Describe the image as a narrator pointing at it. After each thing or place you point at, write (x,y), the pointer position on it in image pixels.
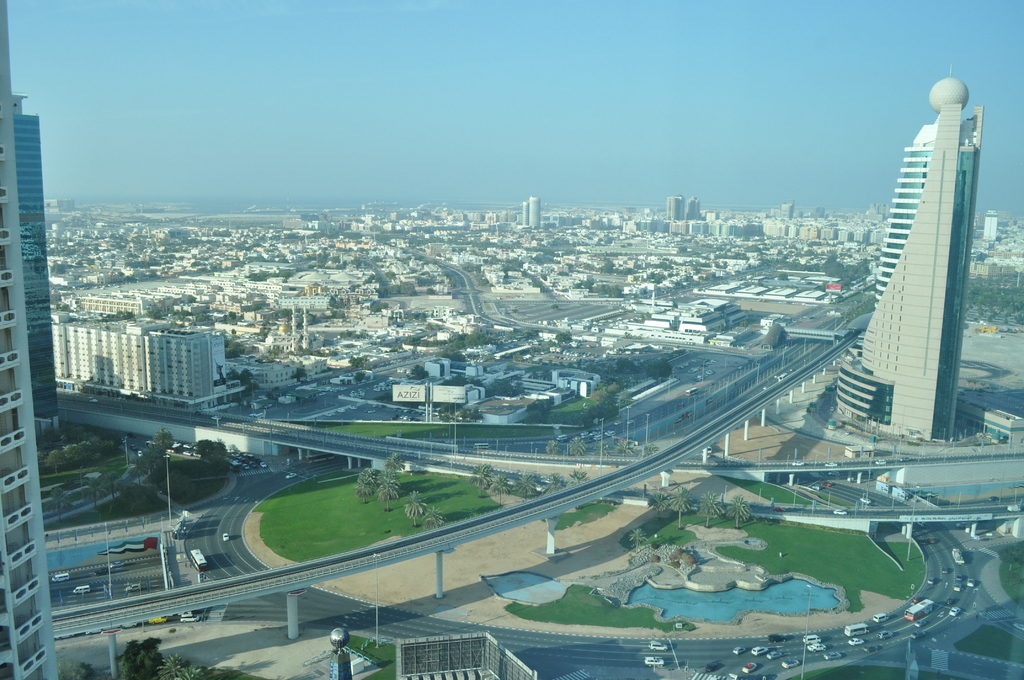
This is an outside view. At the bottom of the image (196,555) I can see few vehicles (58,574) on the road (204,536), trees (362,483), garden (329,527), buildings (28,380) and a bridge (285,582). On the top of the image (470,65) I can see the sky (210,153).
